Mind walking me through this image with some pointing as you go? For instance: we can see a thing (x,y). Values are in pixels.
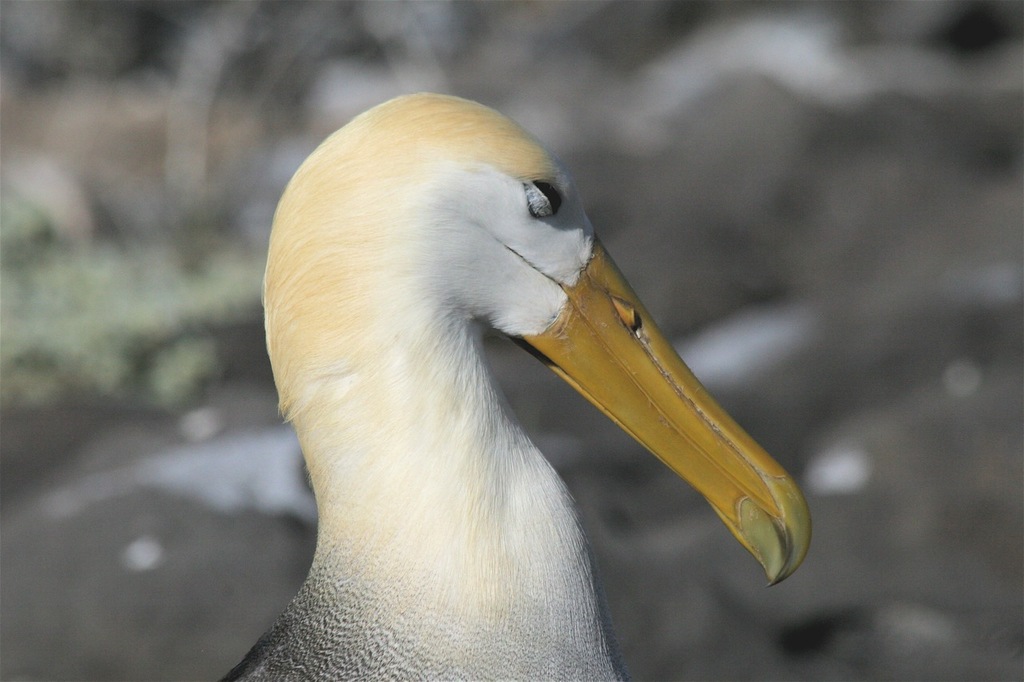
This image is taken outdoors. In this image the background (177,582) is blurred and it is gray in color. In the middle of the image (397,381) there is a bird (420,619) with long beak (681,382).
